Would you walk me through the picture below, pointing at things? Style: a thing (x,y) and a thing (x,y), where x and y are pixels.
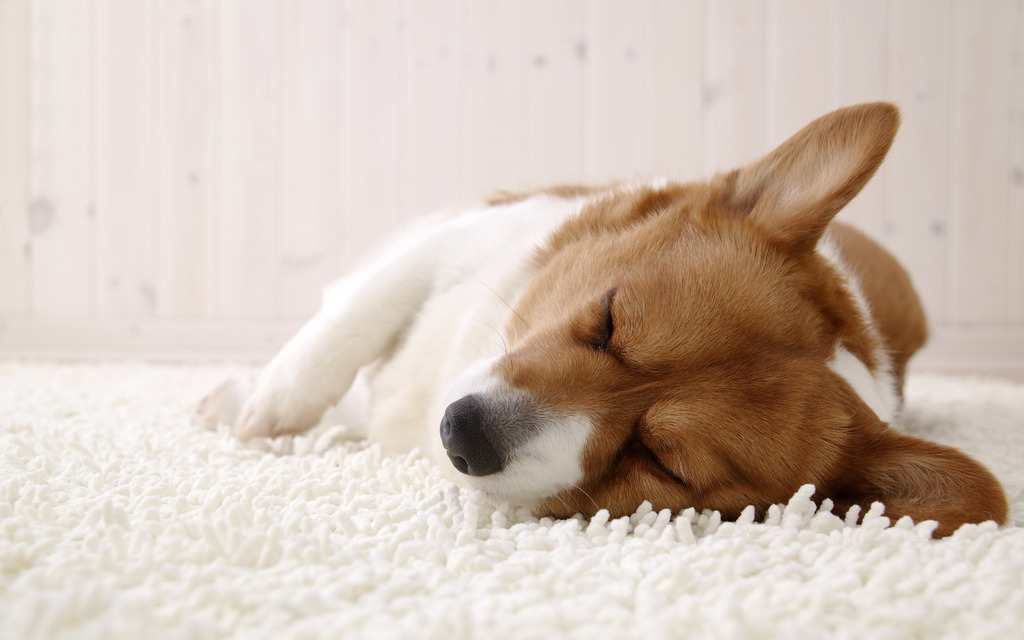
In this image there is a dog (537,351) sleeping, there is a white color floor mat (528,535), at the background of the image (508,155) there is a wall (299,202).
